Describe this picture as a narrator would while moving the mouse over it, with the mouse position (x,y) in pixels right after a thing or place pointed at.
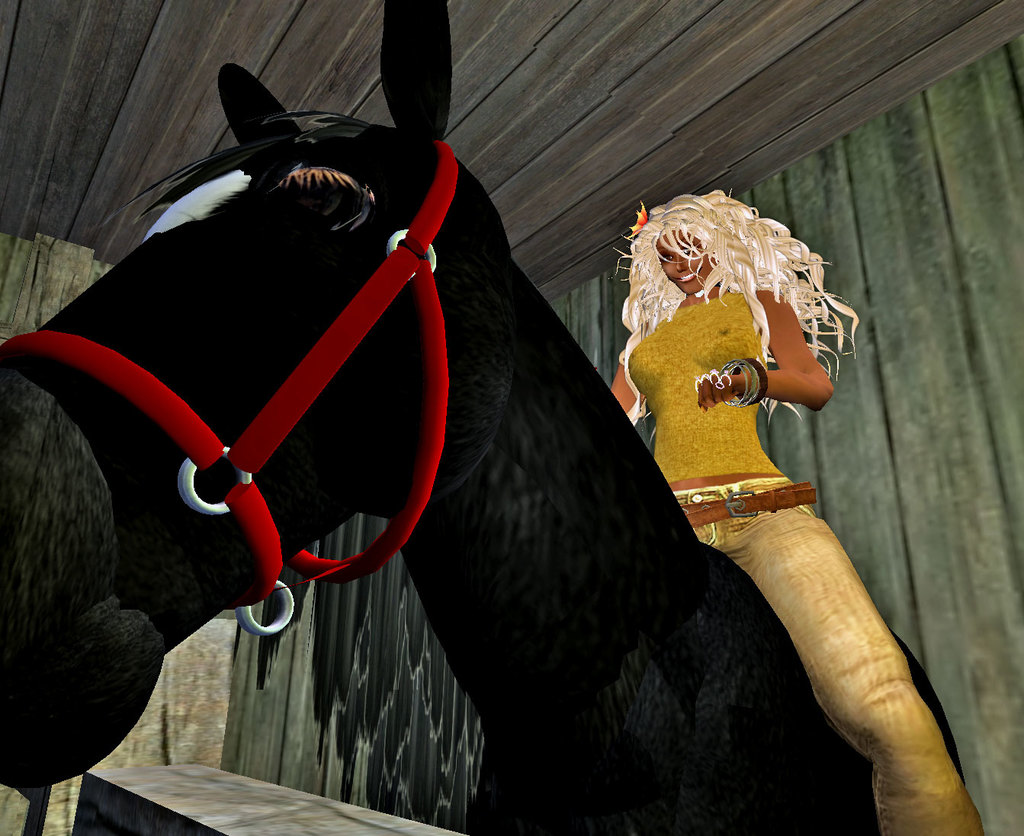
This is an animated image. In the front (45,469), we can see a horse (66,447) in black color, on which a woman (773,564) is sitting. She is wearing a yellow top (727,453). In the background (224,745), we can see a wall (966,481) made up of wood (1005,445). At the top (134,52), there is a roof (99,49).
